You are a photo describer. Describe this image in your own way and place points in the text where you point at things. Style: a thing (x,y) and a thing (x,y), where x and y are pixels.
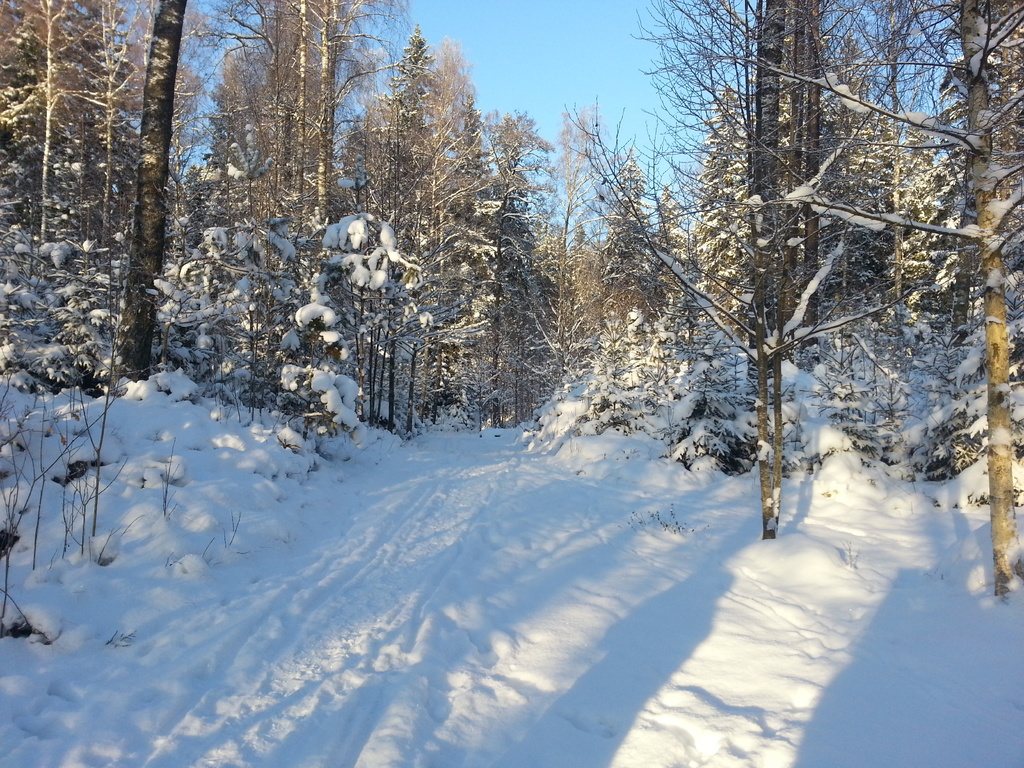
In this image there are trees (621,279) and the ground (457,591) covered with snow (409,607) and the sky (536,112).
